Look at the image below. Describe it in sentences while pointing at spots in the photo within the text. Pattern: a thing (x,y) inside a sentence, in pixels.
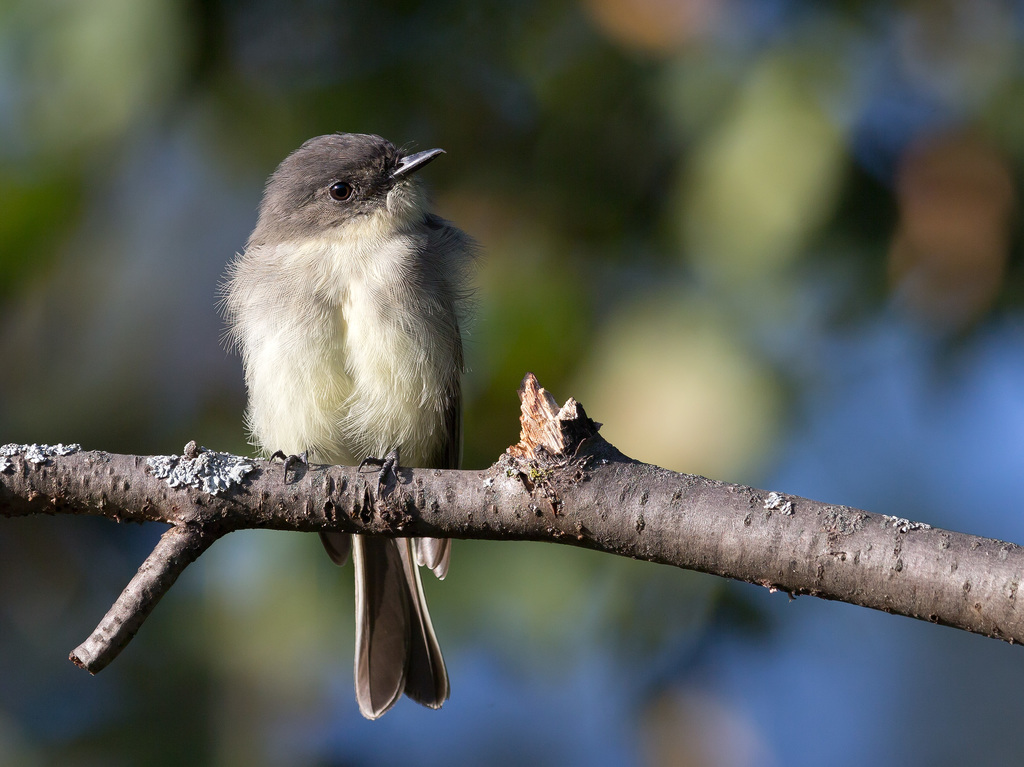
In this picture we can see a bird (382,325) which is on the stem (587,502).
